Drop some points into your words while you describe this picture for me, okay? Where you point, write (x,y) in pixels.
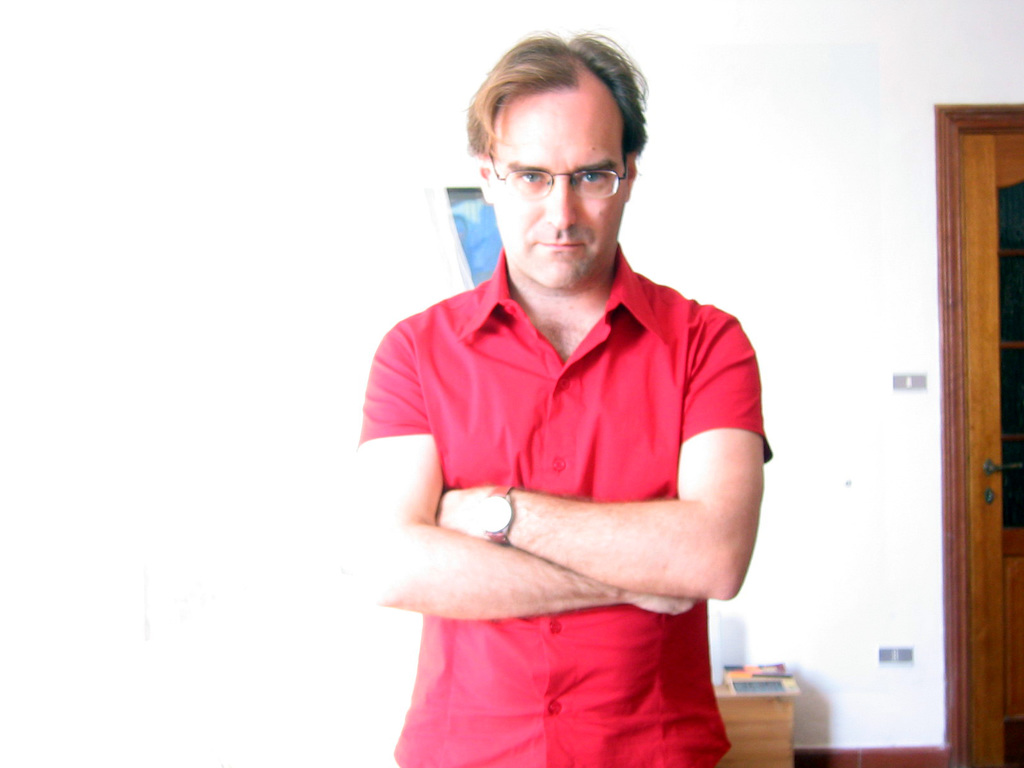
In front of the image there is a man (542,96) with spectacles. He is standing. Behind him there is a table (760,732) with an object (756,686) on it. And on the right side of the image (1000,148) there is a door (988,180).
